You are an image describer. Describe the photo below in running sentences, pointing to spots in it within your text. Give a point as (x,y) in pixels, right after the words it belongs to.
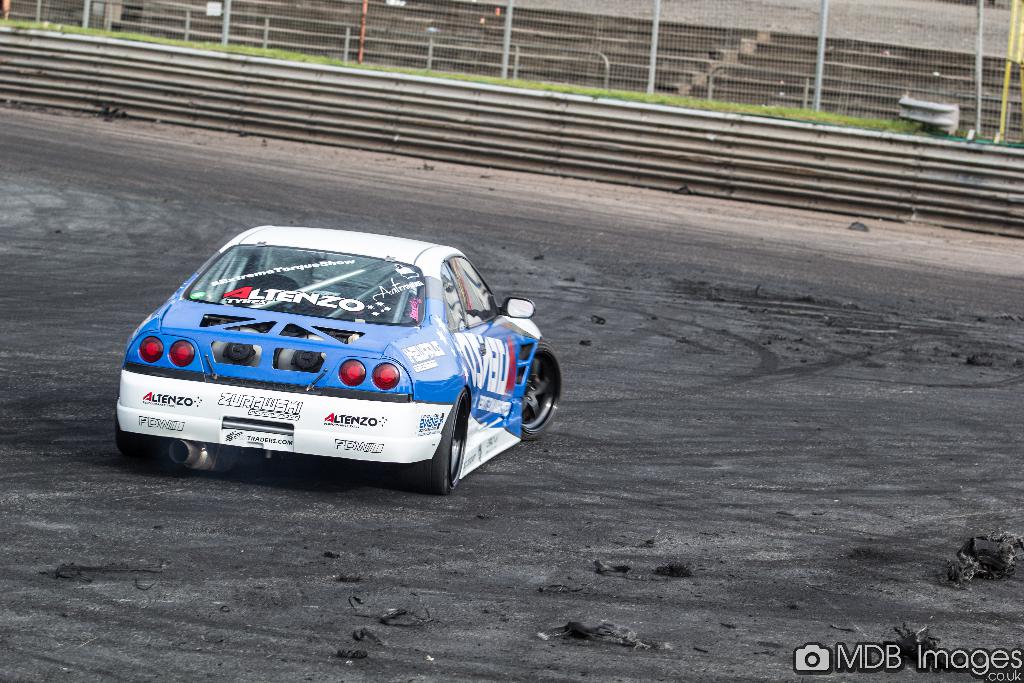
There is a sports car (398,300) moving on the empty land (453,199) and there is a fencing (594,67) around the land (530,534) and behind the fencing (704,26) there are some steps (680,42).
